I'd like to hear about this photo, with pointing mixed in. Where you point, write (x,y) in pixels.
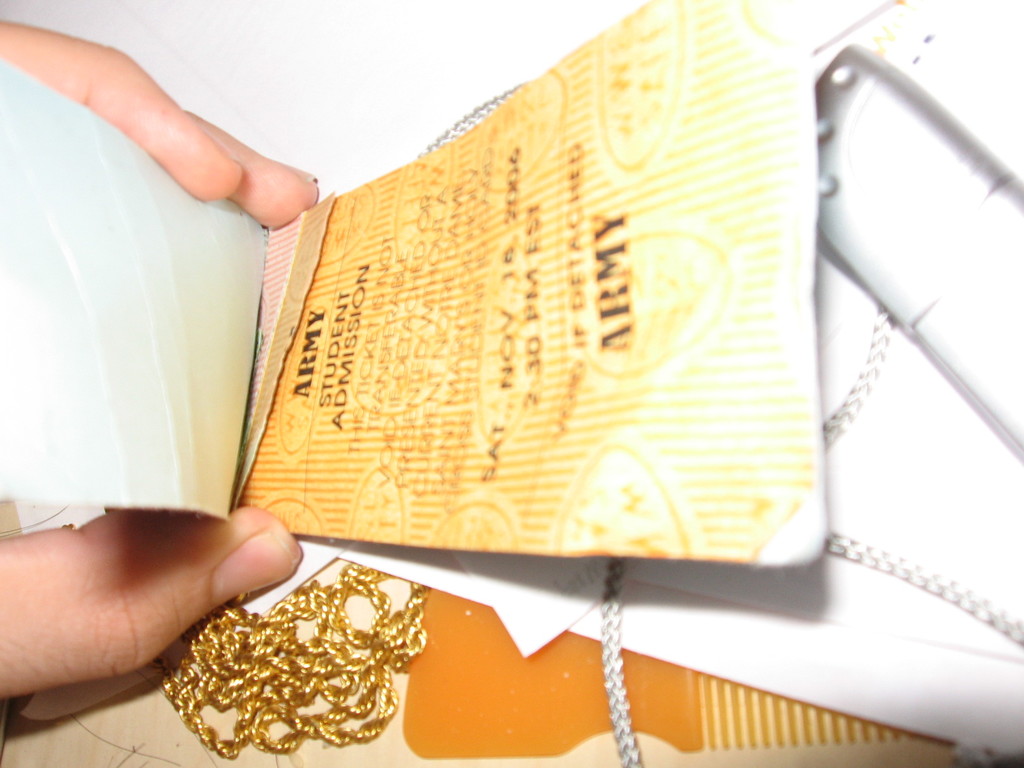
In this picture, we see the paper (549,404) with some text (586,336) written. At the bottom (408,645), we see the chains (417,589) in gold and silver color. On the left side (3,664), we see the hand (51,656) of the person (227,184) holding the papers (550,258). In the background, it is white in color.
